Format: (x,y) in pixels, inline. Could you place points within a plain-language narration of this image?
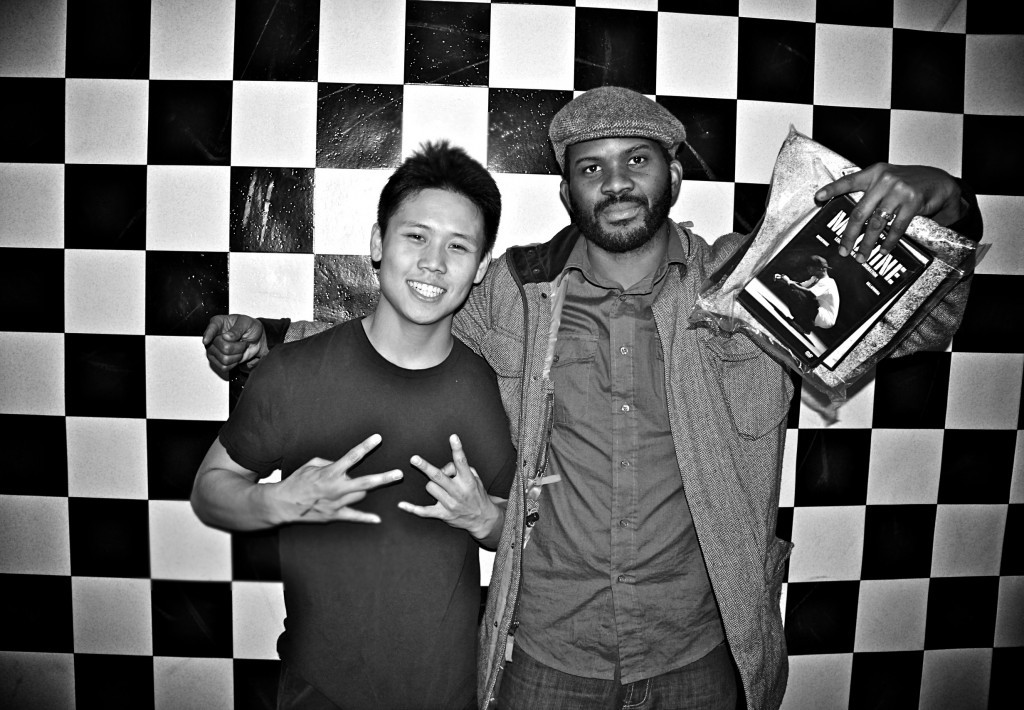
In the middle of the image (594,447) two persons (853,180) are standing, smiling and he is holding a cover (907,257). Behind them we can see a wall (141,573).
